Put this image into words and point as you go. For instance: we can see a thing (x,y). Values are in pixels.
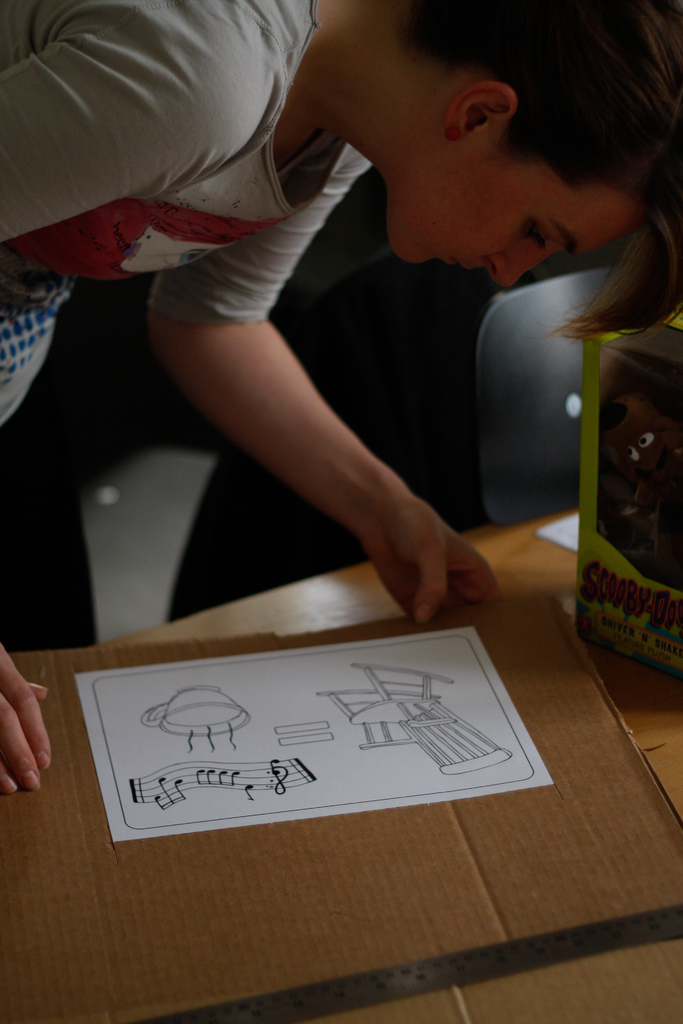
In this image we can see a woman (403,129) holding a cardboard (457,622) on which we can see a paper (489,788) with some drawing (288,789). In the background (602,643), we can see a doll (655,520) placed in a box (632,558) and a chair (534,472).
